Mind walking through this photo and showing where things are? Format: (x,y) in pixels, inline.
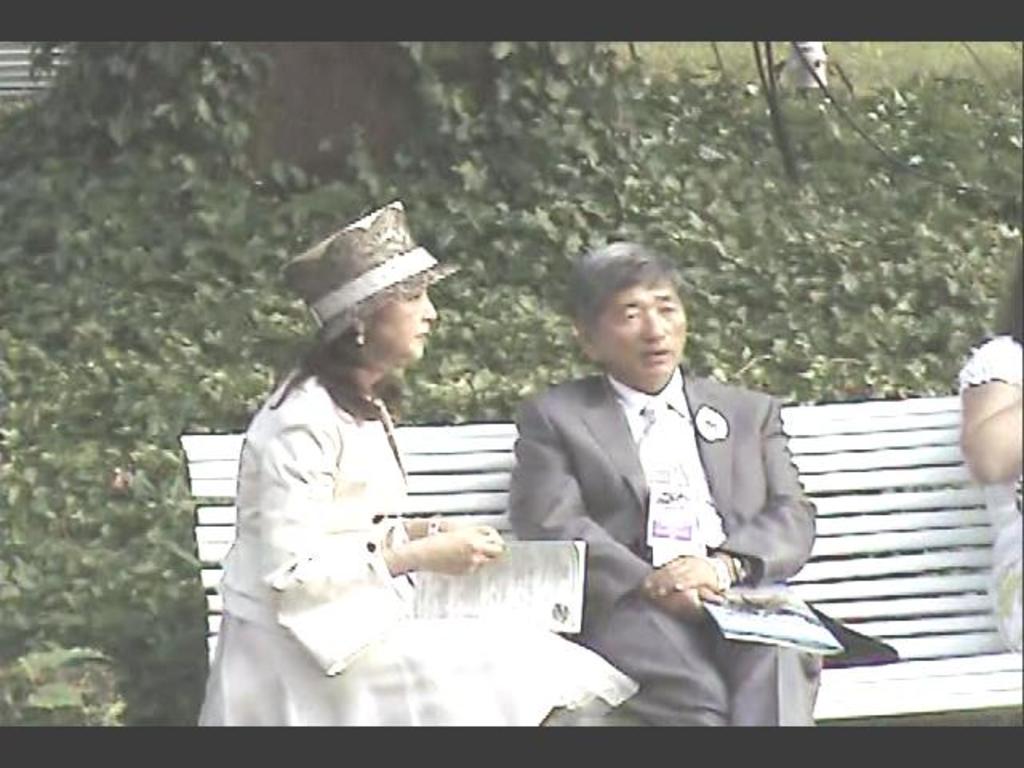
In this image in the middle (659,467) there is a man (677,443), he wears a suit (757,468), shirt (669,433), trouser (720,672), he is holding a book (752,635), he is sitting. On the left (332,514) there is a woman (353,423), she wears a dress (353,473), hat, she is sitting, she is holding a book (502,569). On the right (992,426) there is a woman (1006,398), they are sitting on the bench (843,555). In the background (809,240) there are plants (336,197), trees (374,119).
